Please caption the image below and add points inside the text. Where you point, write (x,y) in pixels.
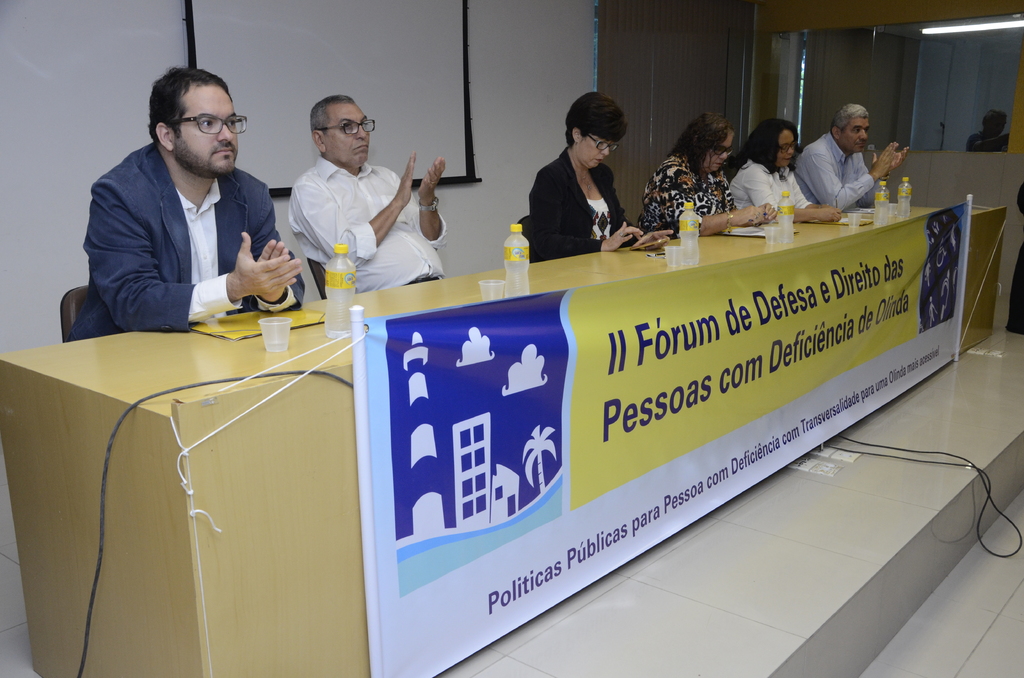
In this picture, There is a table (246,503) which is in yellow color, There is a poster (406,556) on the table (229,348) in white and yellow color, There are some bottles (331,303) in yellow color, There are some people (169,288) sitting on the chairs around the table (385,291), in the background (13,293) there is a white color wall (502,54).
